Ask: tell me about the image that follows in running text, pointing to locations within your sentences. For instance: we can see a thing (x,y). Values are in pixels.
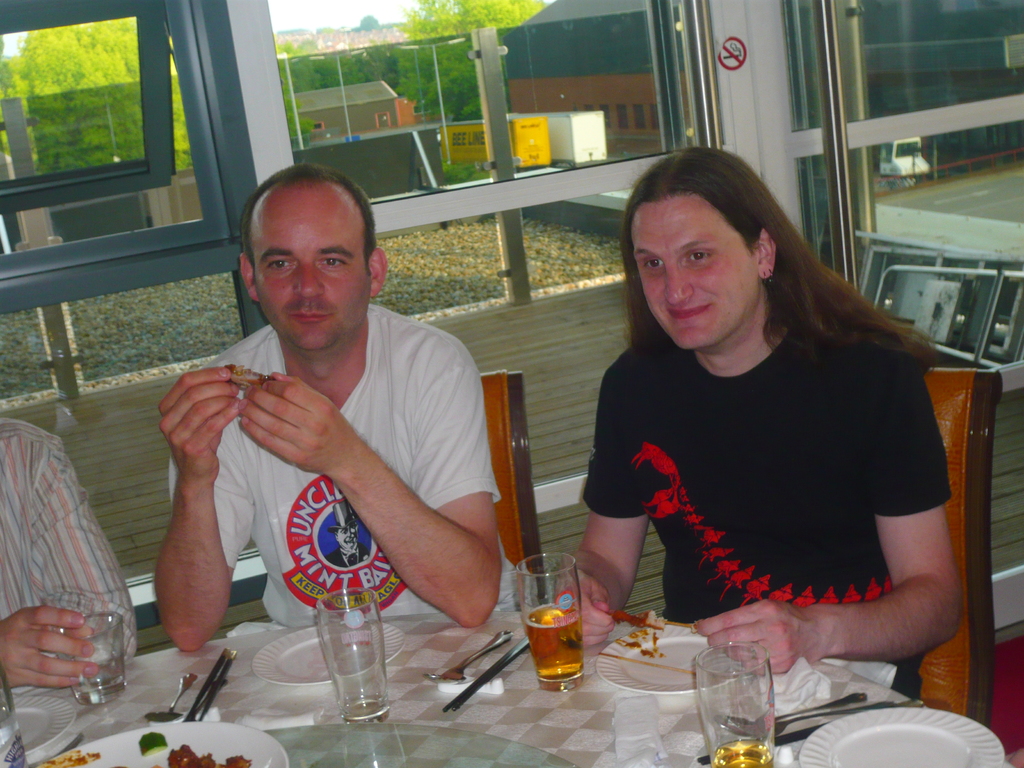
These persons (450,452) are sitting on the chair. We can see table (491,655). On the table (412,666) we can see glass (564,652), spoon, plate (258,754), food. On the background (470,167) we can see glass window (398,167). From this glass (439,229) we can see trees (325,63), house (371,119).
